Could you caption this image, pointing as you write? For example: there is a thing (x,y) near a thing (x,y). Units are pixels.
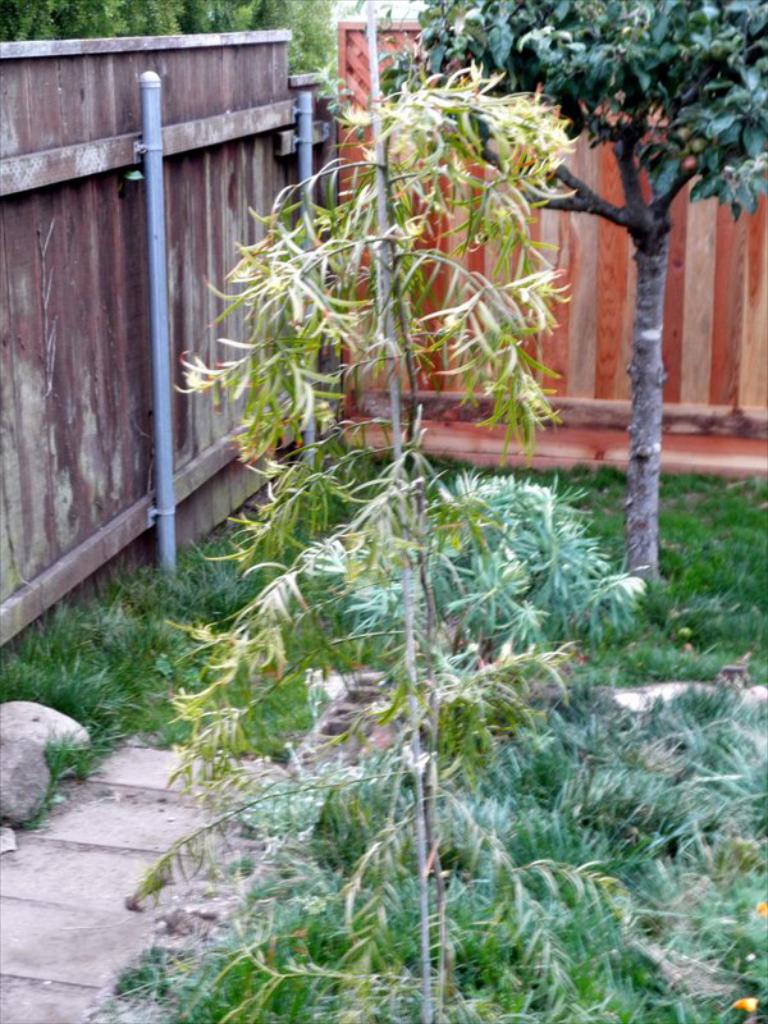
In this image we can see the plants (437,568), trees (162,11), grass (252,580), stone (45,760) and also the path (103,827). We can also see the wooden fencing wall (251,197) and tubes (161,270).
